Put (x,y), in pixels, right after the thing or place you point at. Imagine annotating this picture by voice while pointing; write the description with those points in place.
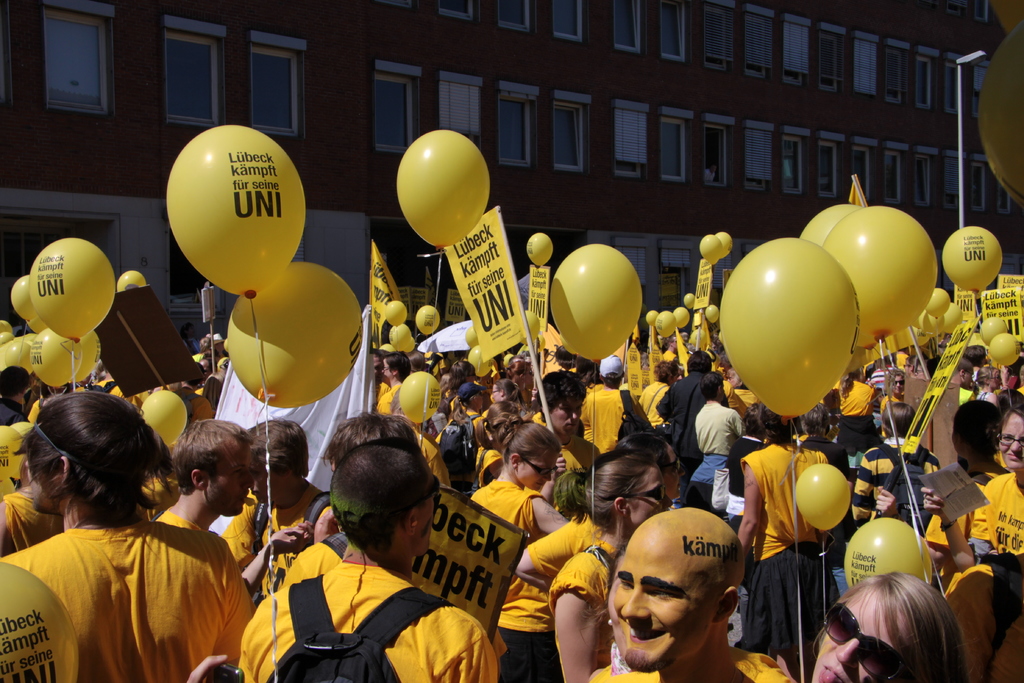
In this image I can see people (500,486) are standing. These people (602,435) are wearing yellow color clothes (570,456). I can also see yellow color balloons (746,344) and street light (961,157). In the background (680,115) I can see a building (565,125) which has windows (415,96).
